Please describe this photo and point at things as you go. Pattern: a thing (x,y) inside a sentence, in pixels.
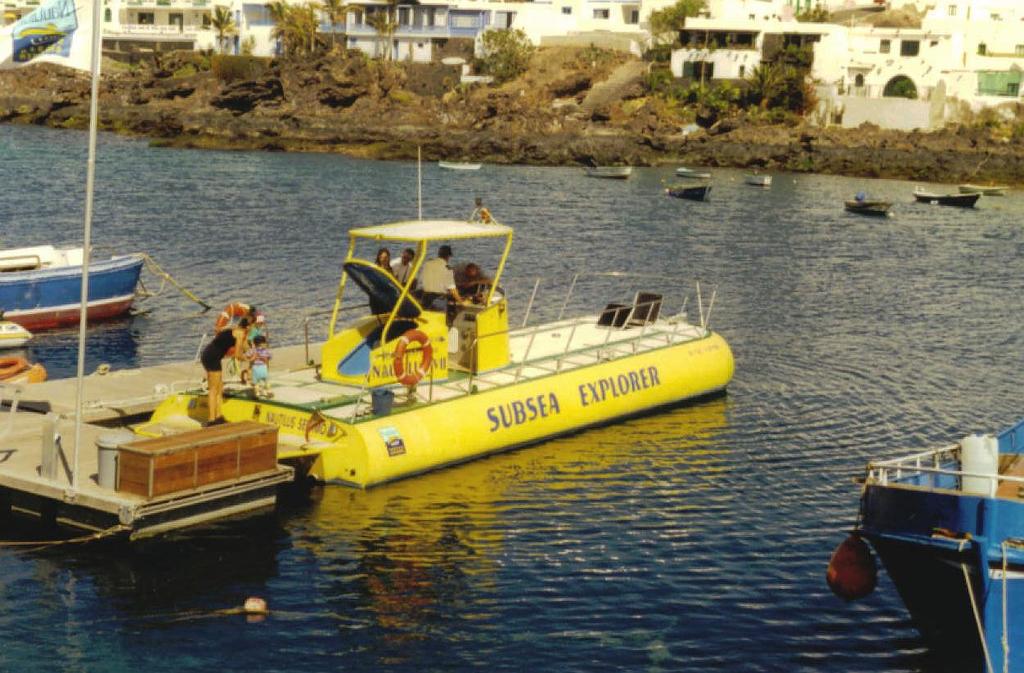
In this image we can see a few boats (377,277) on the water (279,307), there are some trees (783,104), people (220,356), buildings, windows (707,35) and a flag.
